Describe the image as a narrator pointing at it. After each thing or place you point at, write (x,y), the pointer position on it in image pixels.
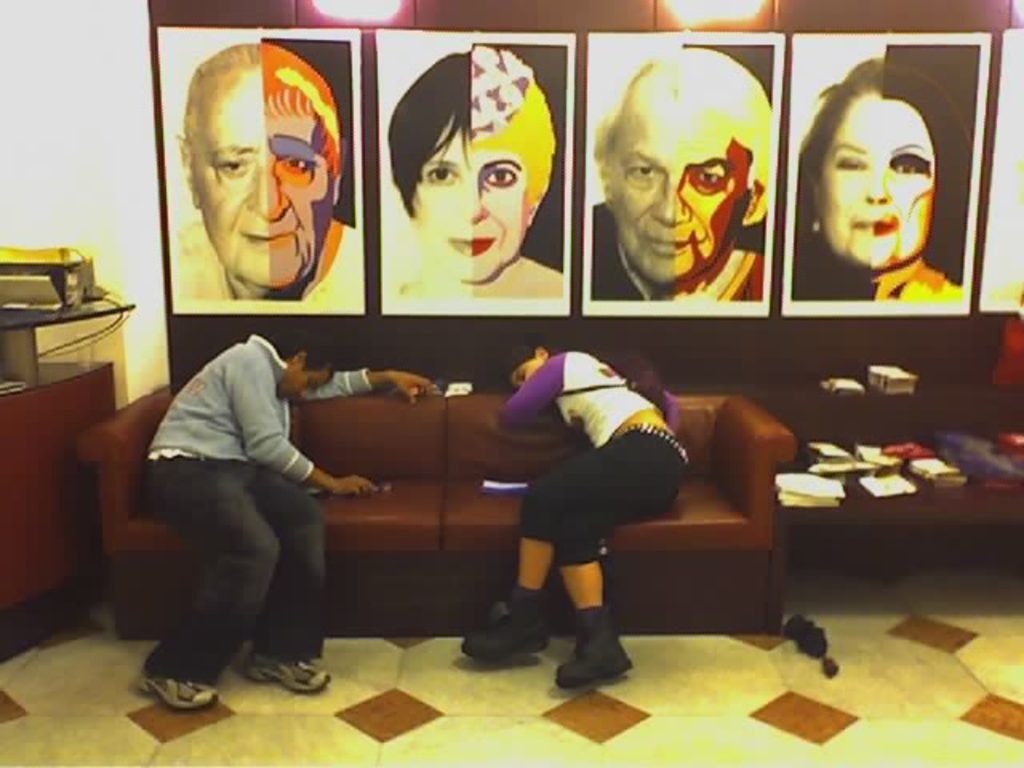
In this image, we can see persons (582,420) wearing clothes (623,411) and sitting on the sofa (471,541). There is a table (56,398) on the left (62,355) and on the right side of the image (970,499). There are photo frames (474,181) on the wall (720,22). There are lights (367,9) at the top of the image (328,9).
